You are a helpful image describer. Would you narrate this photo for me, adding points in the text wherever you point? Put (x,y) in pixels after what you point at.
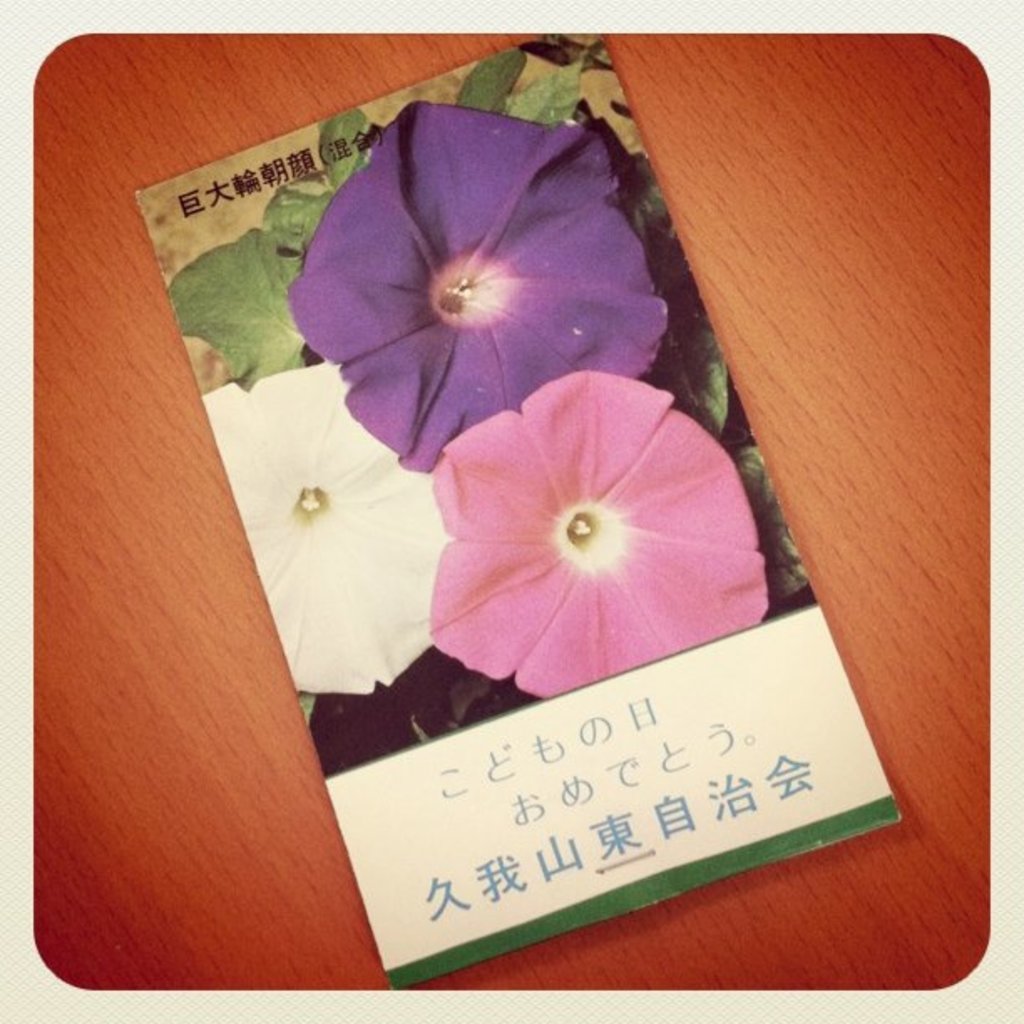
This is an edited image. In this image I can see a book (583,456) on a wooden plank (747,393). on this book (533,668) there is some text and images (430,397) of flowers (365,410).
